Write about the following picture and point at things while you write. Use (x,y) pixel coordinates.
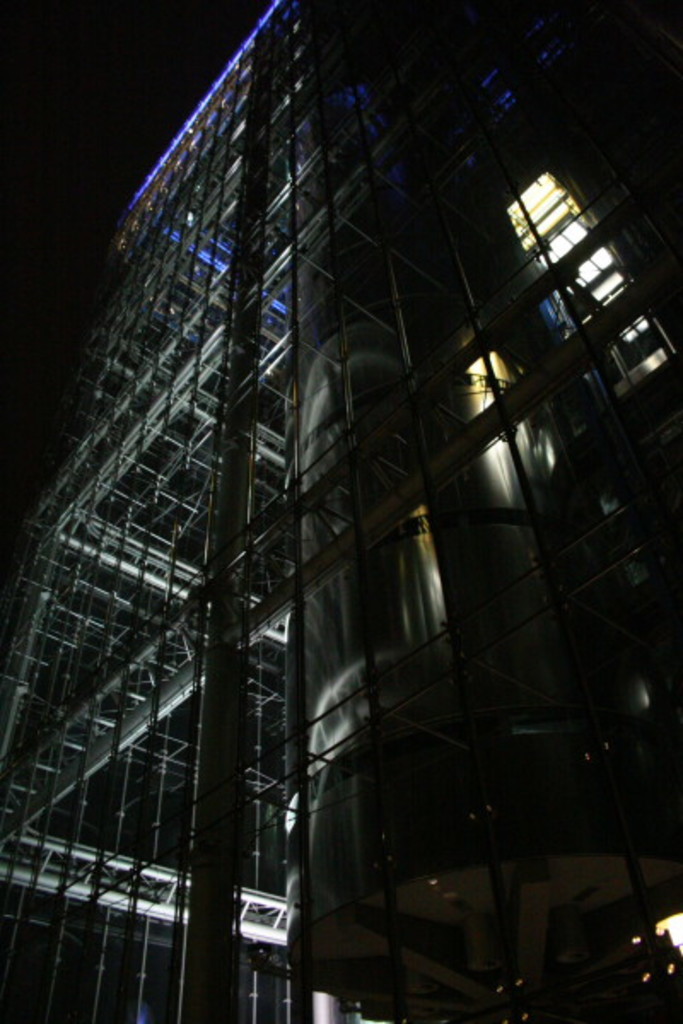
The picture consists of a building (301,245). At the top (84,108) it is dark. On the right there are lights (577,224), in the building (652,520).
